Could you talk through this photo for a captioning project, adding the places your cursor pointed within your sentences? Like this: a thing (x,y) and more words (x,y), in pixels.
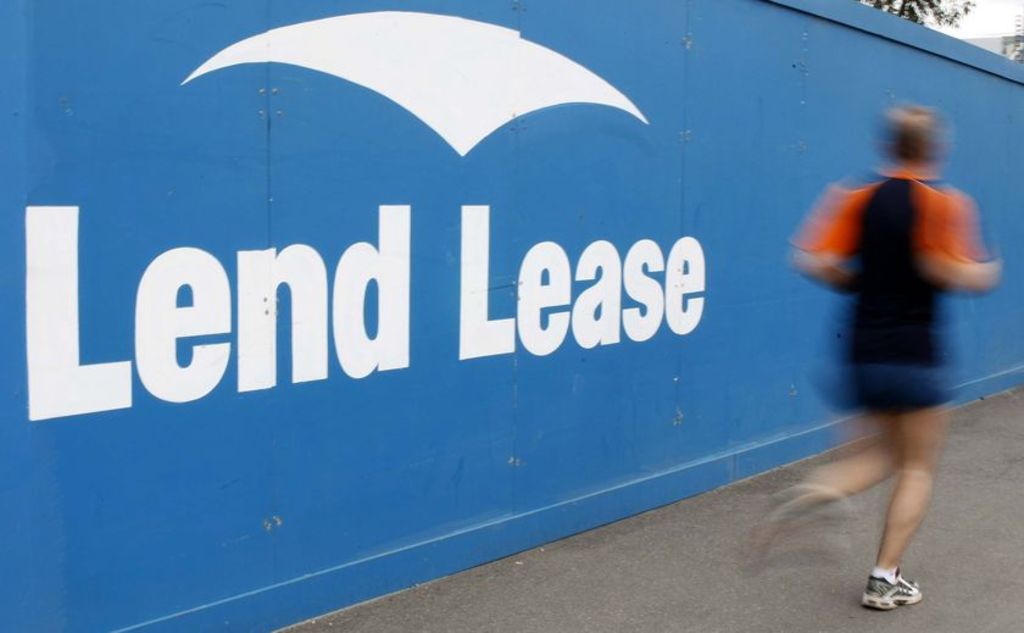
There is a person (904,379) running. Also there is a blue wall (240,168) with something written on that.
